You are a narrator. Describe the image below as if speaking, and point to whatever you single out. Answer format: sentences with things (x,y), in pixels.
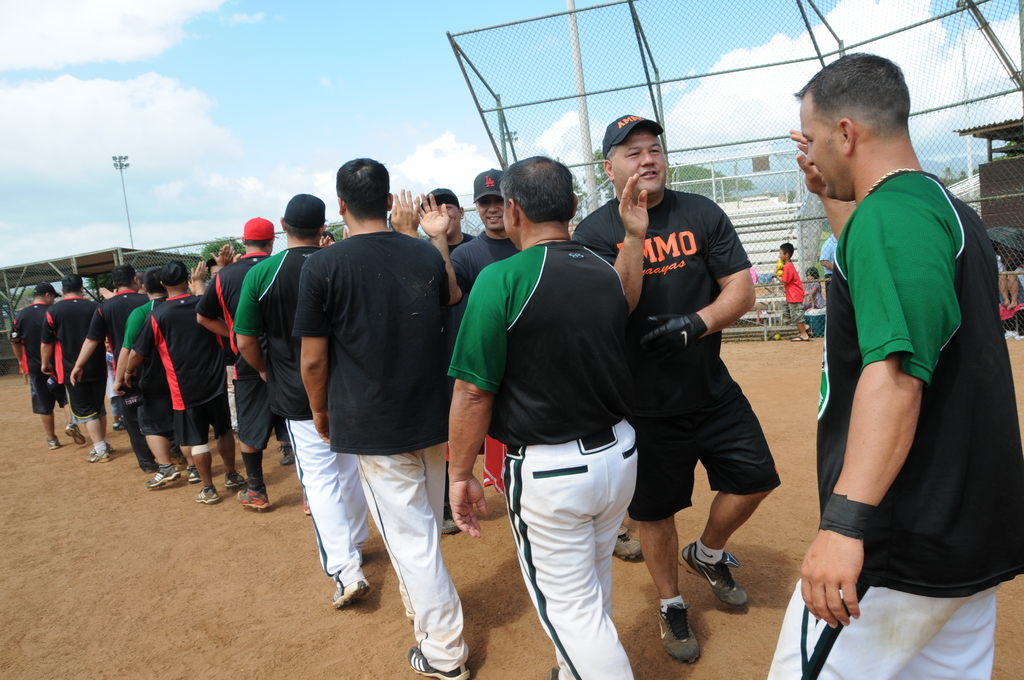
In this image we can see many people (523,207). Some are wearing caps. In the back (561,94) there is a mesh fencing (674,66) with poles (671,78). In the background (313,52) there is sky (240,79) with clouds (153,108). And we can see a pole (114,162). And there is shed (81,257).
